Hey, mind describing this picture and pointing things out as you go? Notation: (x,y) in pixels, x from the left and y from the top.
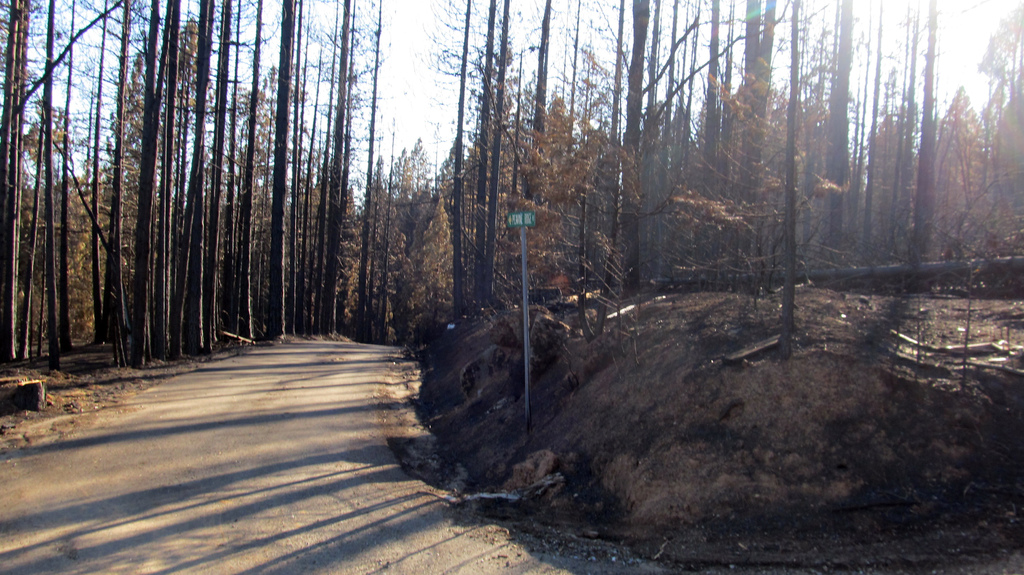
In this picture we can see the road (236,379), pole (525,317), trees (928,120) and in the background (269,35) we can see the sky (583,98).
